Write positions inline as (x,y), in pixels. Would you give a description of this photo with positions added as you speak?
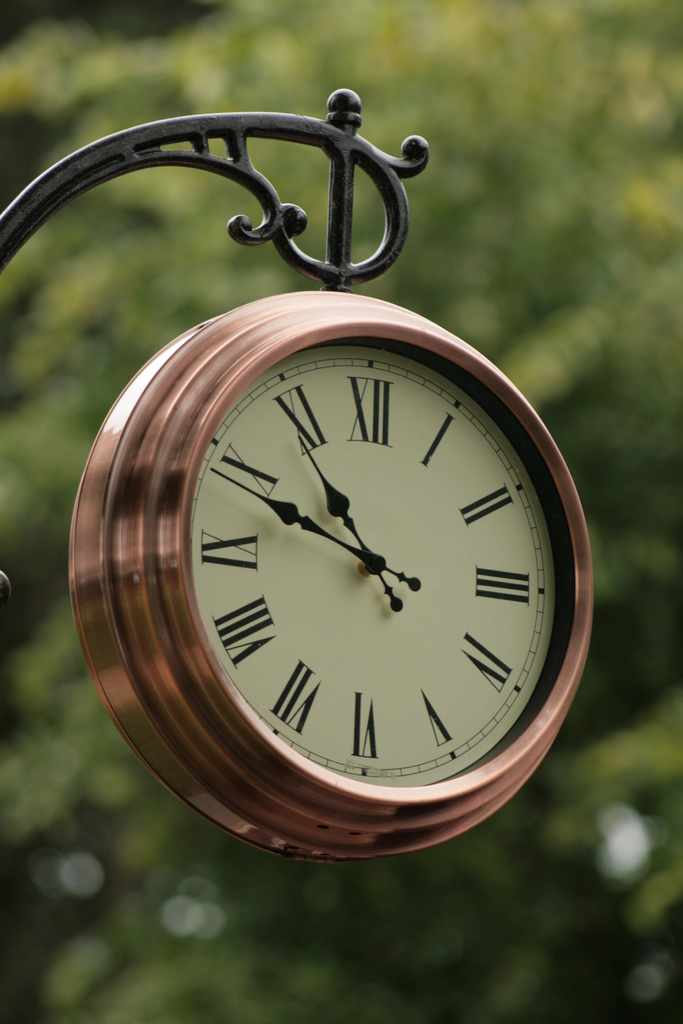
In this image we can see a clock (295,351), hanging from a metal rod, in the background of the image (62,680) there are trees (574,394).
